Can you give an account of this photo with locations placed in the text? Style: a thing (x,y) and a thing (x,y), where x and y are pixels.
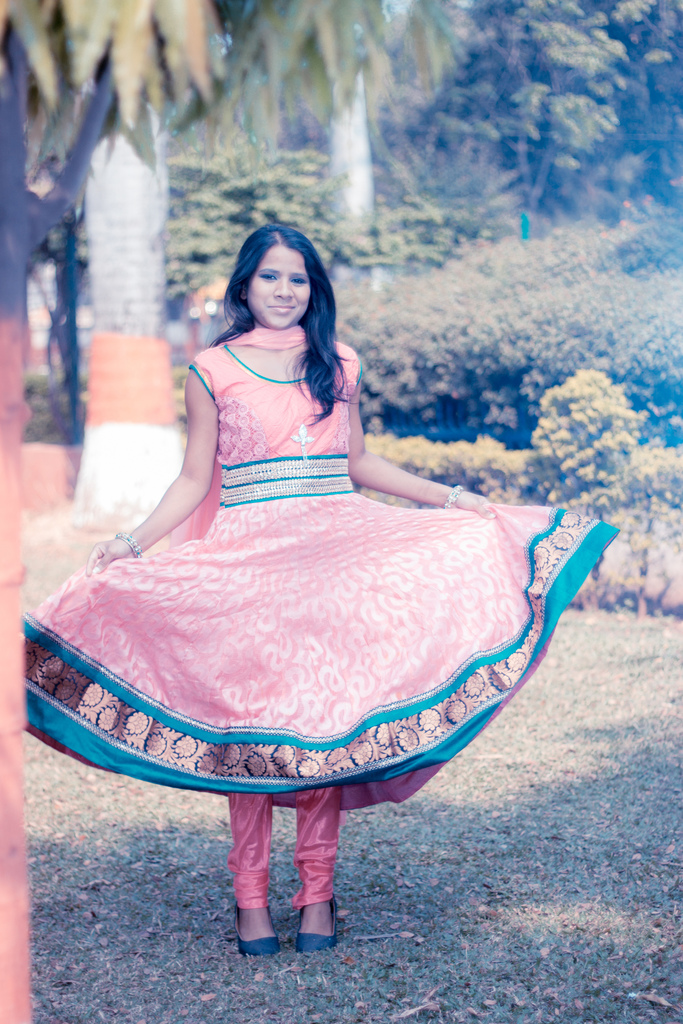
In this picture we can see a woman (259,740), standing and holding her dress (349,682), behind we can see plants (456,321) and trees (267,165).
